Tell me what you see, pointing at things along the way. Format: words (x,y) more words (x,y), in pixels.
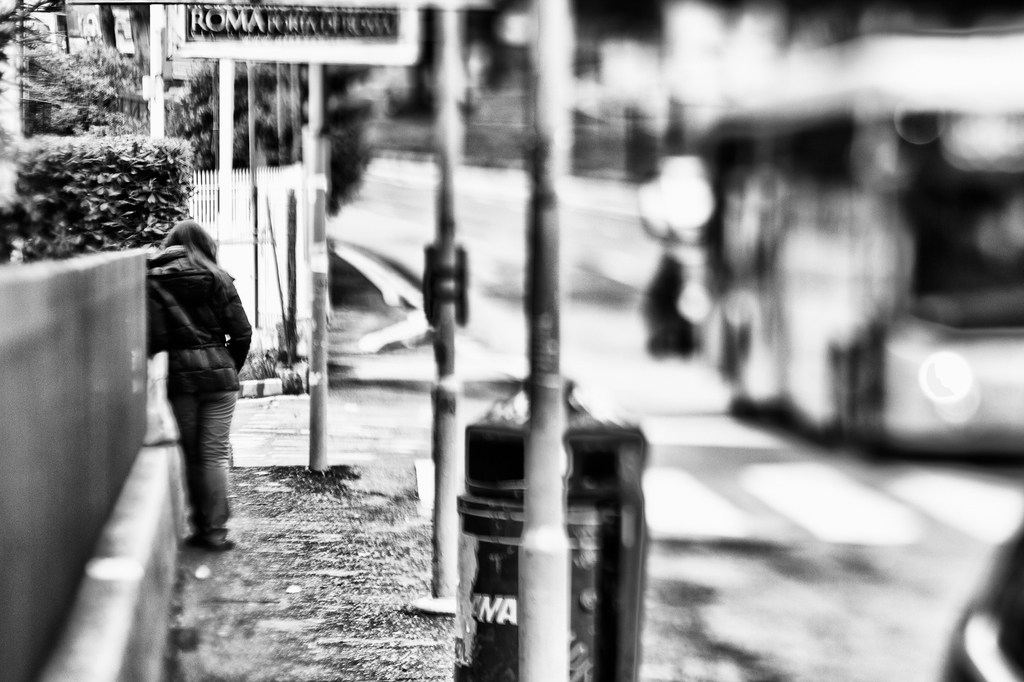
In this image I can see the person (189,386) with the dress (194,388). To the right (741,298) I can the vehicle (795,254) on the road (680,438), many poles (526,472) and the dustbin (495,562). To the left (34,345) I can see the wall (29,311) and the plants (26,178). In the background (152,97) I can see the railing (198,191), few more poles (230,197) and the board (250,46).
